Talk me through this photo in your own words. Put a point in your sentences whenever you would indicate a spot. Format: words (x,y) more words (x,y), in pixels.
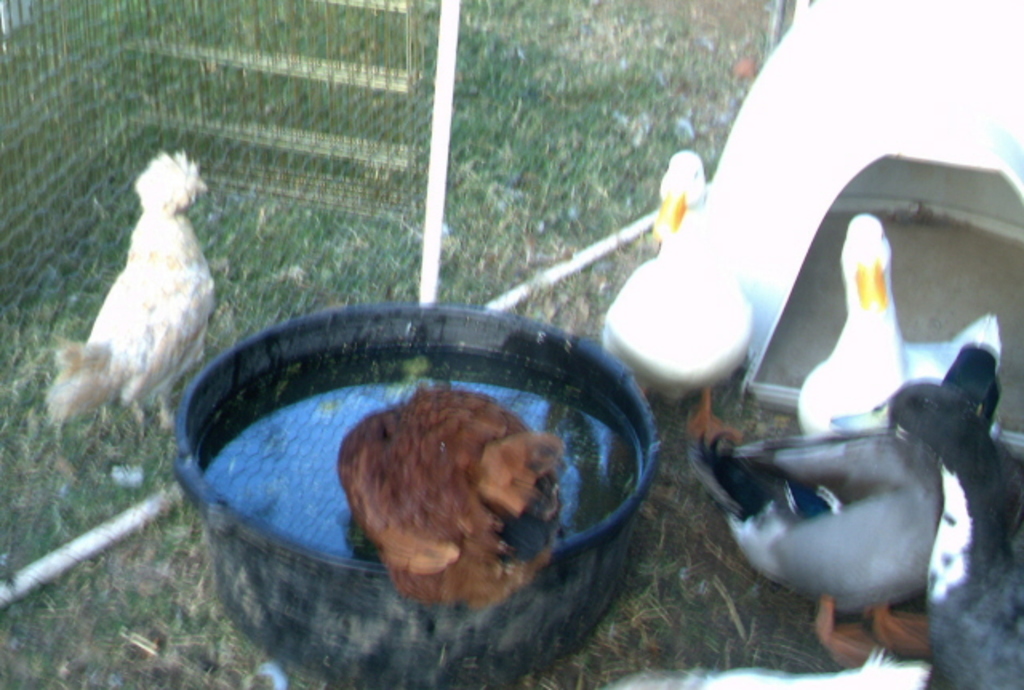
In the picture we can see ducks (652,377), some other birds (67,354) on ground (574,5) and there is water (363,412) in a tray (229,515).
